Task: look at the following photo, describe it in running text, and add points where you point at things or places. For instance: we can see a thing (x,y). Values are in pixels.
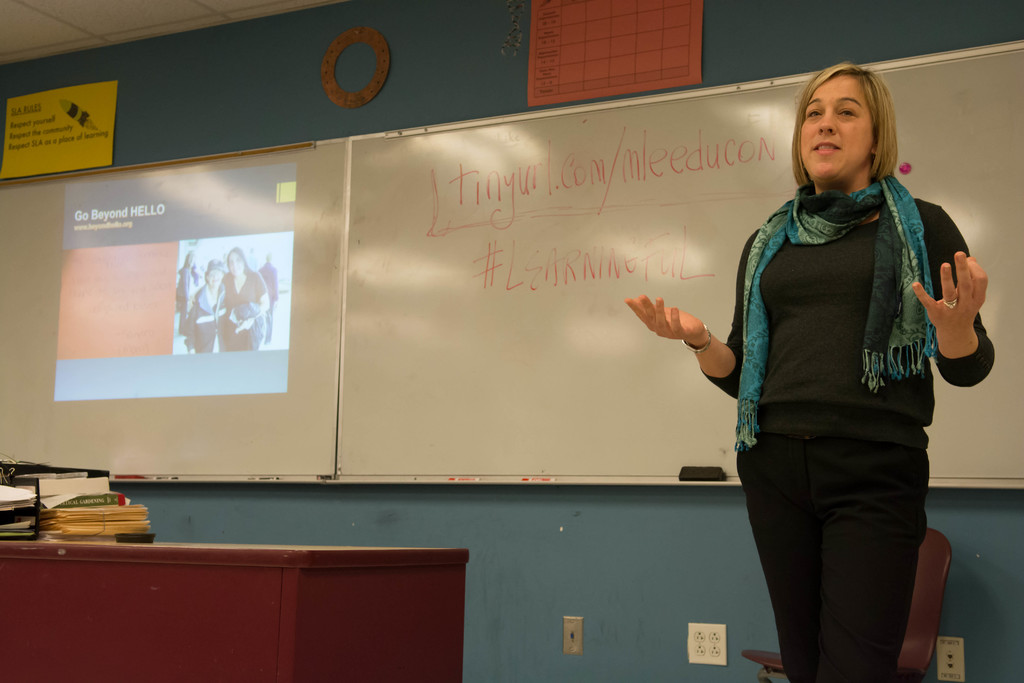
On the right (857,458) there is a woman (874,373), she wear black t shirt (825,339) and trouser (832,550) and scarf (818,233), her hair (878,98) is short. On the left (288,597) there is a table (255,593) on that table (144,560) there are some books (85,505). In the back ground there is a chair (930,583), whiteboard (457,363), screen (218,305), poster (63,118), wall (257,108) and text (600,245).
